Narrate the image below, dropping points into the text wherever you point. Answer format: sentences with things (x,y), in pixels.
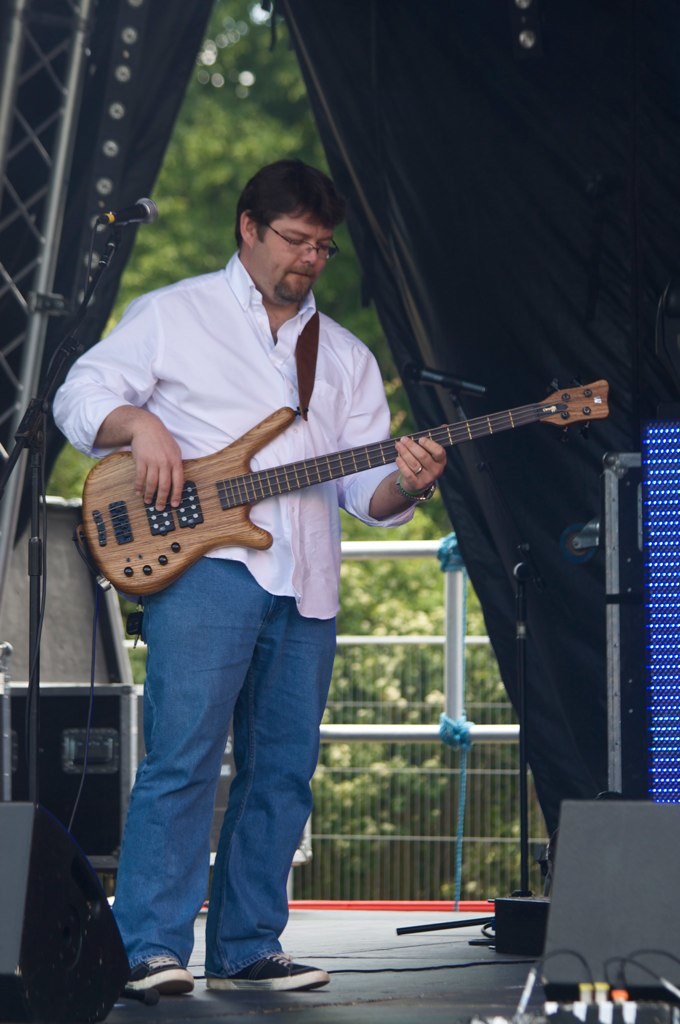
In this image there is a man (323,695) standing. He is wearing white color shirt (212,323) and blue jeans (256,877), and also playing a guitar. To the left (38,676) there is mic stand (33,577) and a mic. To the right (614,802) there are black colored boxes (609,691). In the background (474,91) there is a black cloth (453,139) and many trees (215,240).
